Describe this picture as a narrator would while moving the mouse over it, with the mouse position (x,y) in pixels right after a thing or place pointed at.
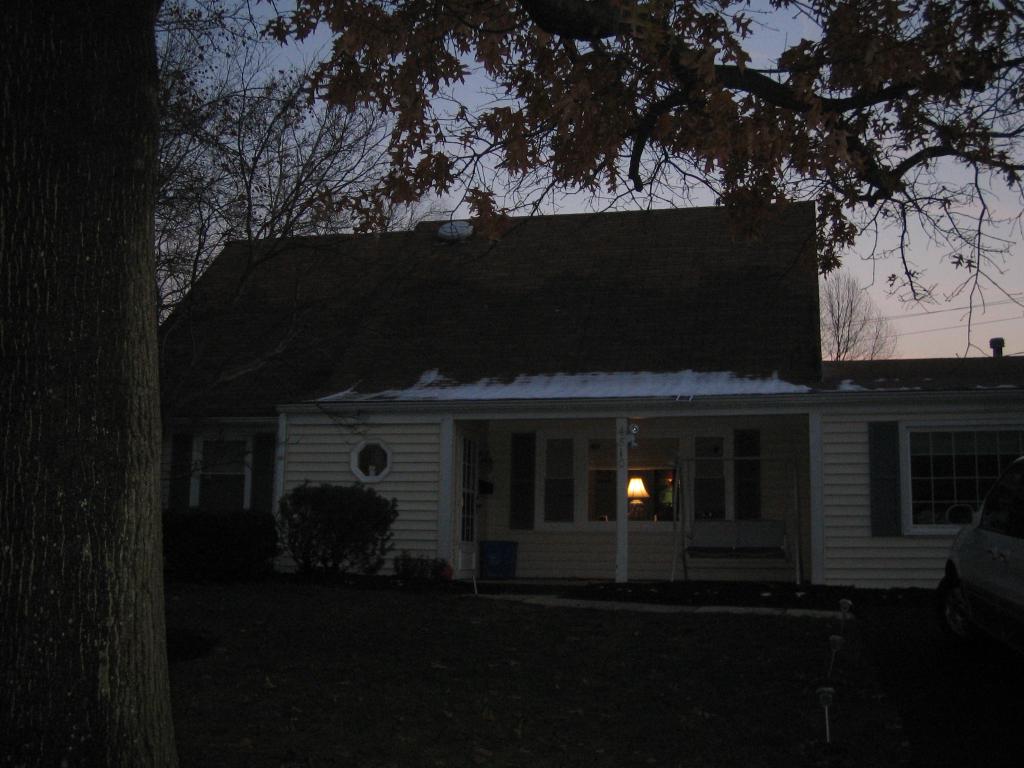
In this image on the left side (52,441) we can see a tree trunk (65,382) and on the right side (983,565) there is a vehicle (995,548) on the ground (913,657). In the background (472,481) we can see a house (619,443), windows (609,507), doors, lamp (638,516), plants (338,534), roof (555,300), branches (860,157) of a tree (845,153), trees (539,205), wires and clouds (924,236) in the sky (975,295).
